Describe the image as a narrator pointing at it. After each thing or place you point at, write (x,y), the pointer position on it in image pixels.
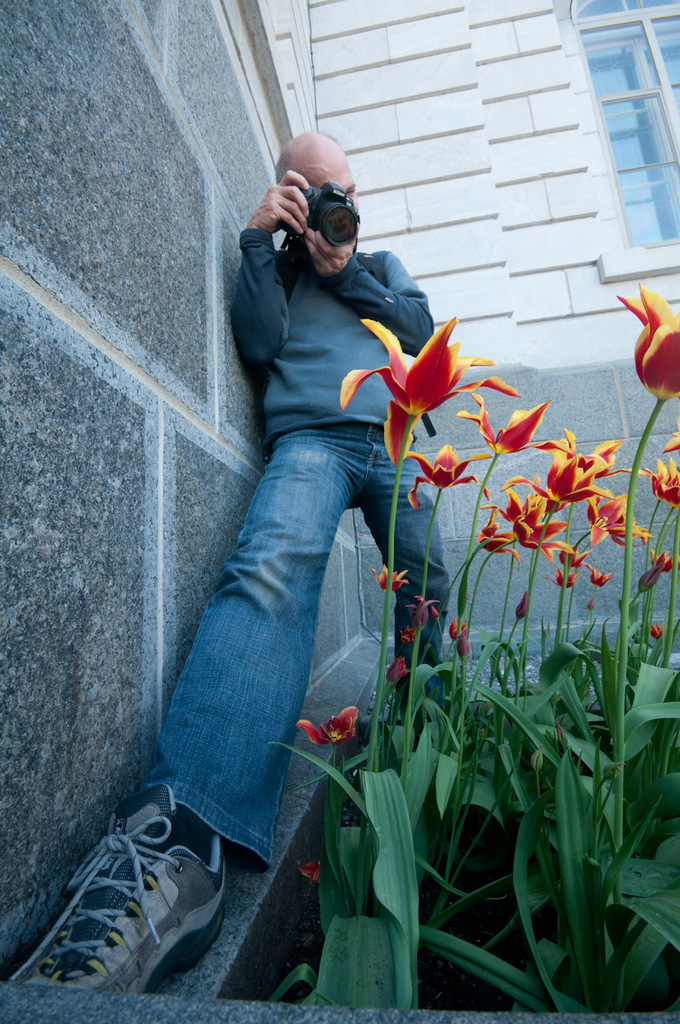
In this image we can see a person (187,764) taking pictures with a camera (302,237), there are some flowers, plants (417,635), also we can see the wall (420,212), and a window (679,48).
